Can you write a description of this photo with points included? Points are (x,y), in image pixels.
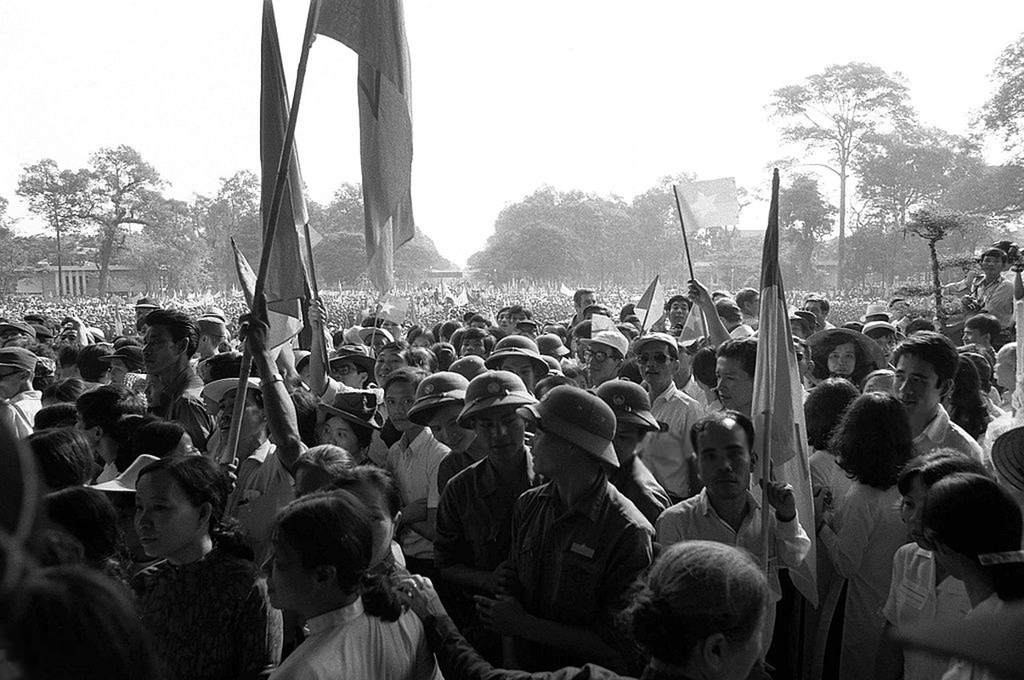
In this picture I can see trees (178,208) and large number of people (424,313) are standing and I can see few of them wore caps (575,441) on their heads (626,430) and few are holding flags (383,36) in their hands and a cloudy sky (471,189).
